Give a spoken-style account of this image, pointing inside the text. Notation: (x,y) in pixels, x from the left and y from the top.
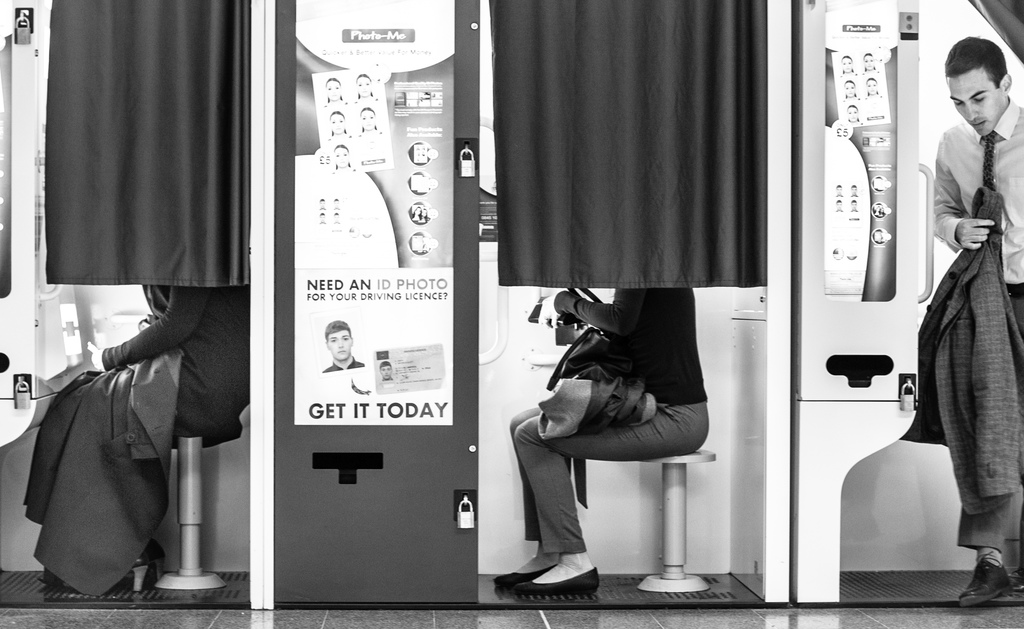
In this image there are two women (246,339) sitting in the photo booth (114,308), beside them there is a person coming out of the photo booth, on the image we can see posters (411,63) and curtains (97,113).
